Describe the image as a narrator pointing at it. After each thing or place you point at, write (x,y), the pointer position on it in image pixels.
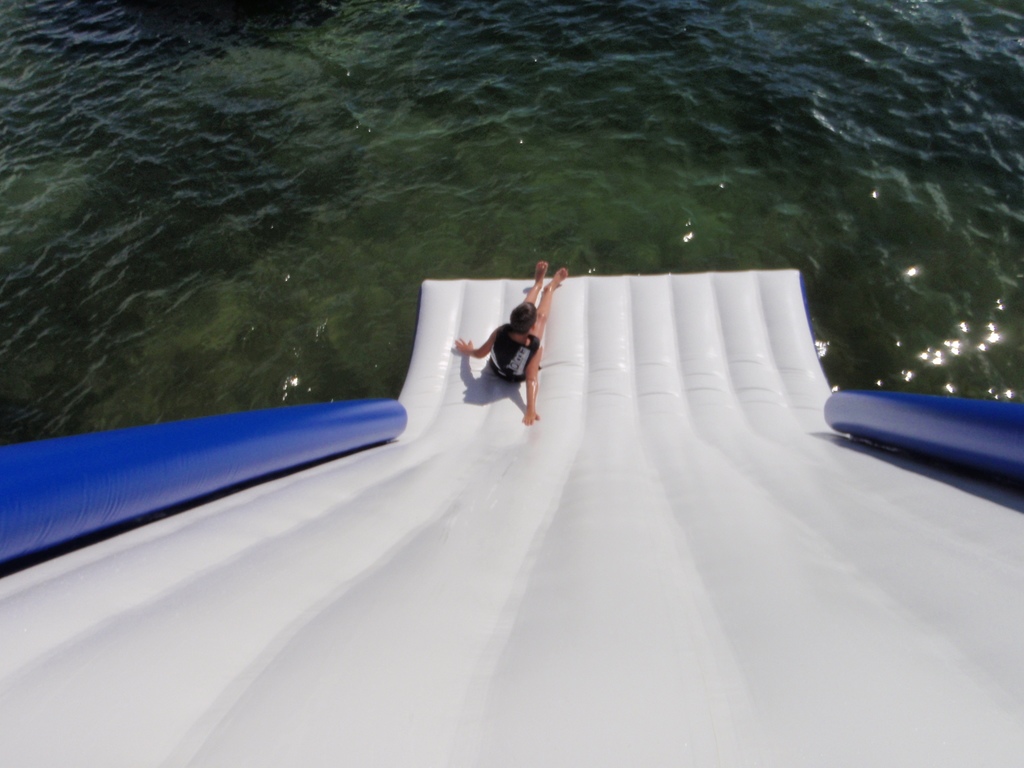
In the foreground (513,314) we can see a water slide (492,390), on the slide (519,300) we can see a person (522,327). In the background (587,120) there is a water body (341,209).
